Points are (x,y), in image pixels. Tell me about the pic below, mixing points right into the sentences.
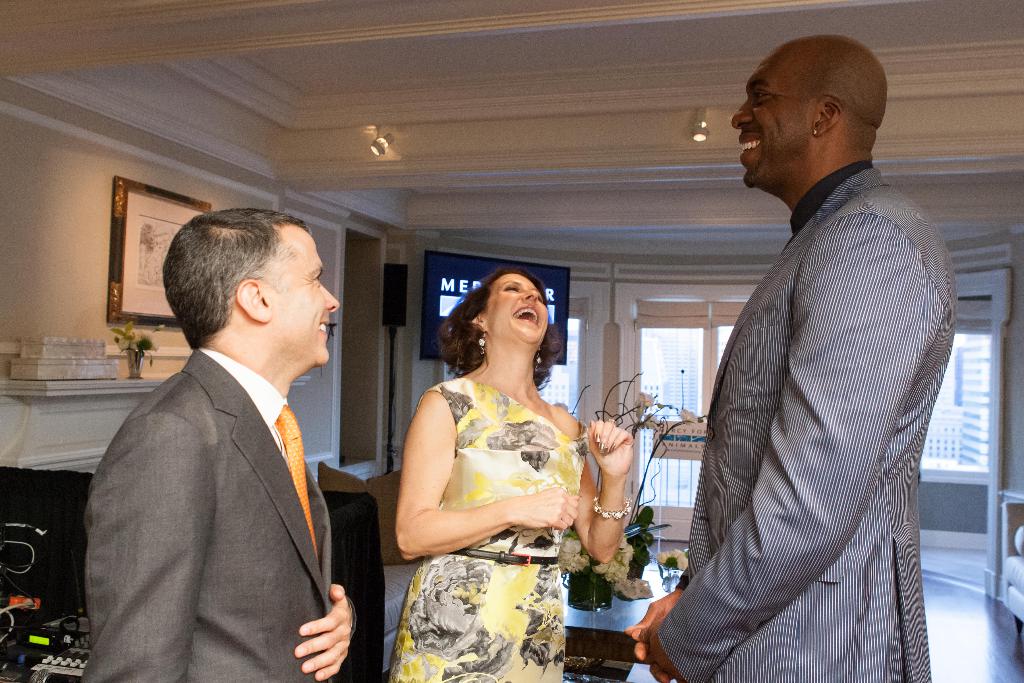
In this picture I can see few people (593,539) standing and I can see smile (532,311) on their faces (767,185) and couple of flower pots (616,570) on the table (642,607) and a television (476,264) on the back (434,284) and I can see a photo frame (152,220) on the wall (59,196) and couple of lights (381,152) to the ceiling (649,106) and from the glass Windows (693,376) I can see other buildings (971,378).
